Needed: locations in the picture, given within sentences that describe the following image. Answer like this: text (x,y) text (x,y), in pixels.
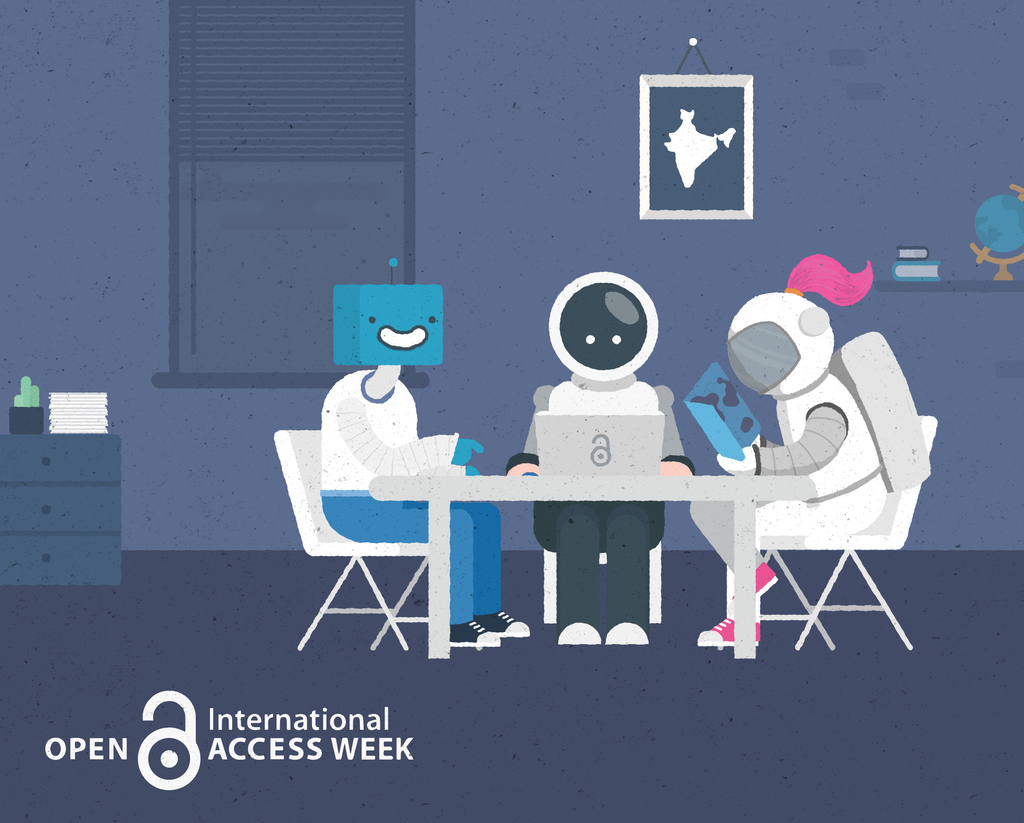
This is an animated image. There are three persons (552,401) sitting on the chairs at the table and all of them are in different costumes (595,400) and on the table (558,478) there is a laptop (635,449) and the right side person (824,401) is holding a book (733,413) in his hands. In the background (107,260) there is a frame (667,148) on the wall (785,120), window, curtain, books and a globe (992,213) on the stand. On the left (26,417) there is a houseplant (27,402) in a pot (26,417) and books (101,421) on a cupboard (65,517). At the bottom (192,755) we can see some texts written on it.
